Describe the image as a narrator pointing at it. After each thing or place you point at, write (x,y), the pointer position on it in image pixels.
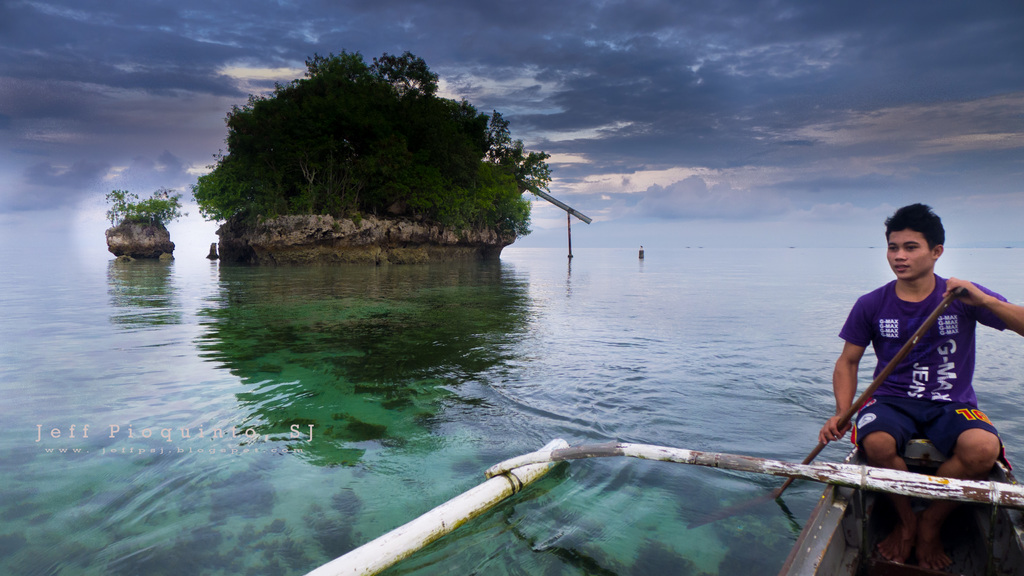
In this picture we can see a man (948,451) sitting in the boat (967,535), at the bottom (495,460) there is water (374,431), we can see trees (382,166) and a rock (149,232) in the background (441,205), there is the sky (652,138) at the top of the picture (703,26), this man (930,358) is holding a paddle (845,414), on the left side (115,444) there is some text (147,436).
